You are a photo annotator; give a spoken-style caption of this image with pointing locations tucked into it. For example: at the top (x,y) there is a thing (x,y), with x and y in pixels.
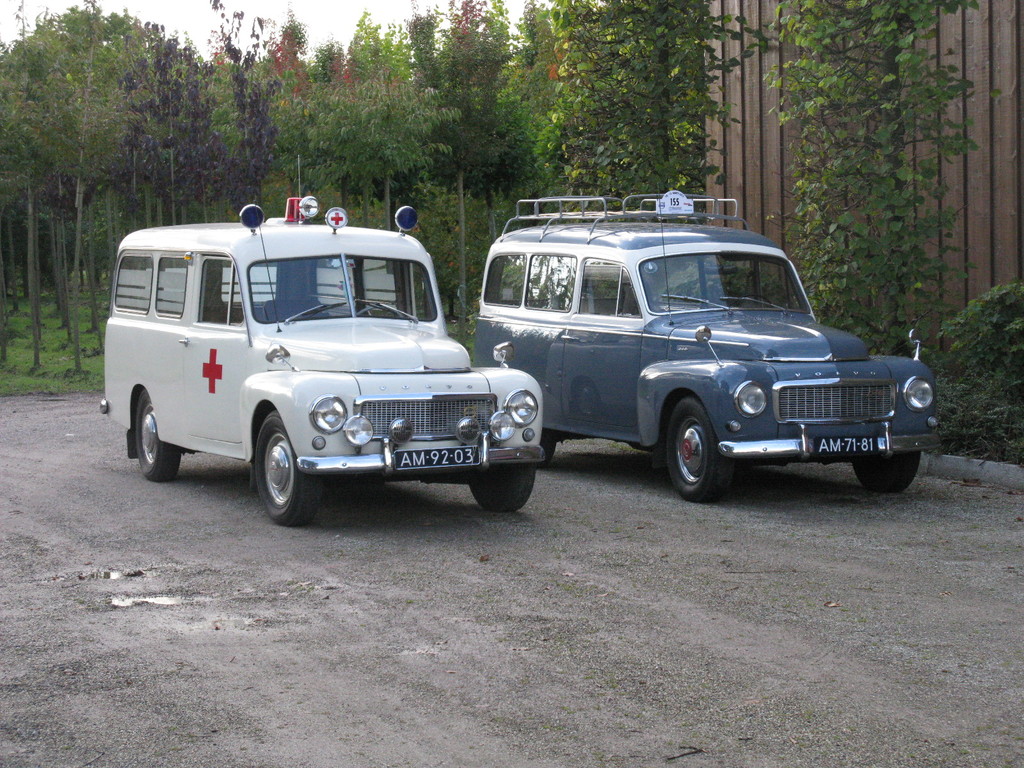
In the center of the picture (472,383) there are two vehicles (455,371) on the road (537,527). On the right (960,320) there are trees (854,153) and wall (1016,103). In the center of the background (36,354) there are trees (211,98) and grass (61,331).
